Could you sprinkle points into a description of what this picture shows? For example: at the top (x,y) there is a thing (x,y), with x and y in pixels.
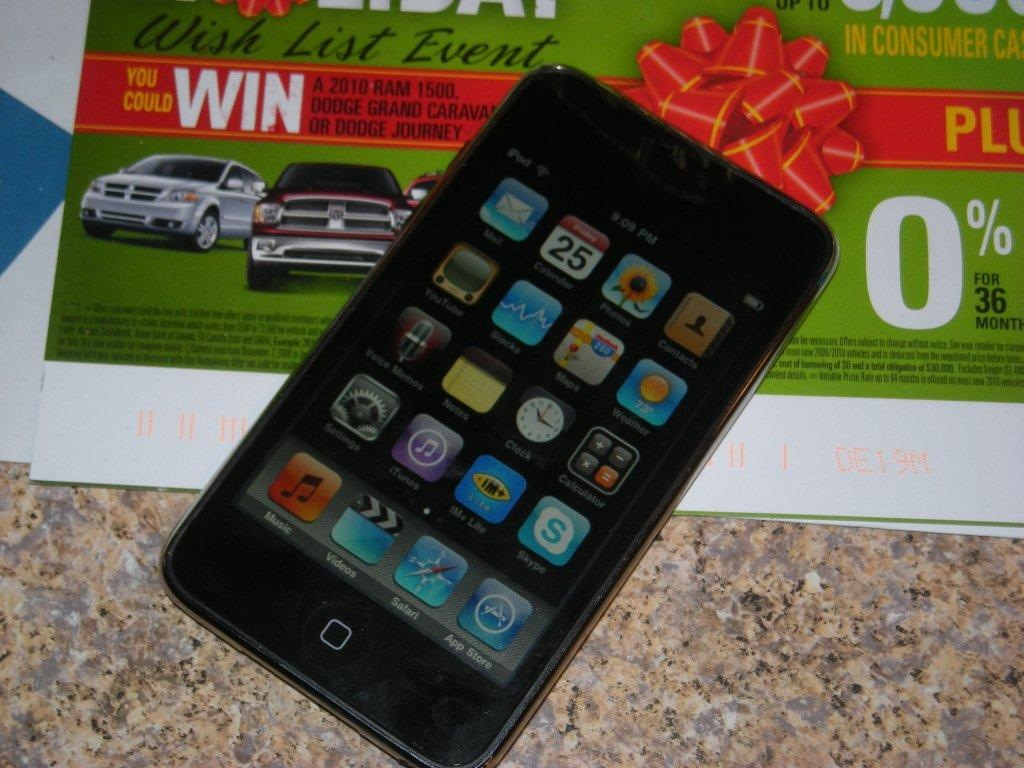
In this image I can see a phone (558,365) and its apps (534,292) in the center of the image (492,287) on a paper (250,96) which is kept on the floor (100,663).
